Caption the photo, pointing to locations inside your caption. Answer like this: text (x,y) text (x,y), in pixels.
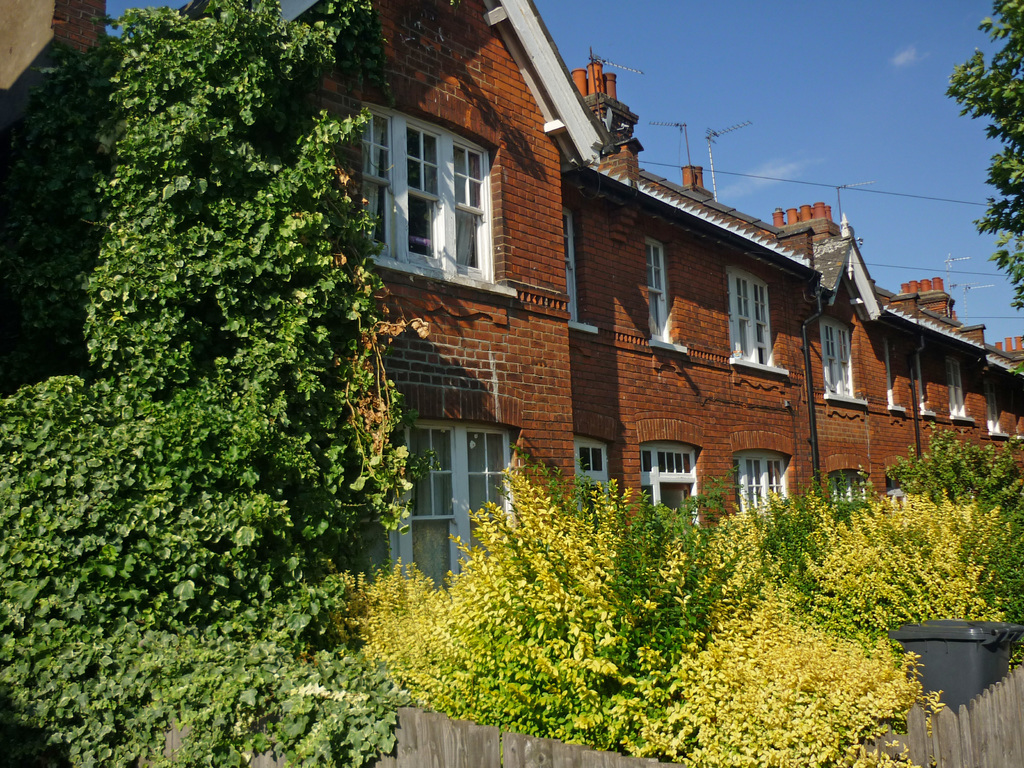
In this picture we can see a fence (564,765) around some plants (889,644) and dustbin (937,656). We can see green plants (130,490) on the left side (288,521) and on the right side (1016,108). There is a building (638,147). We can see a few windows (422,488) and antennas (729,129) on this building (642,225). Sky (757,56) is blue in color.
